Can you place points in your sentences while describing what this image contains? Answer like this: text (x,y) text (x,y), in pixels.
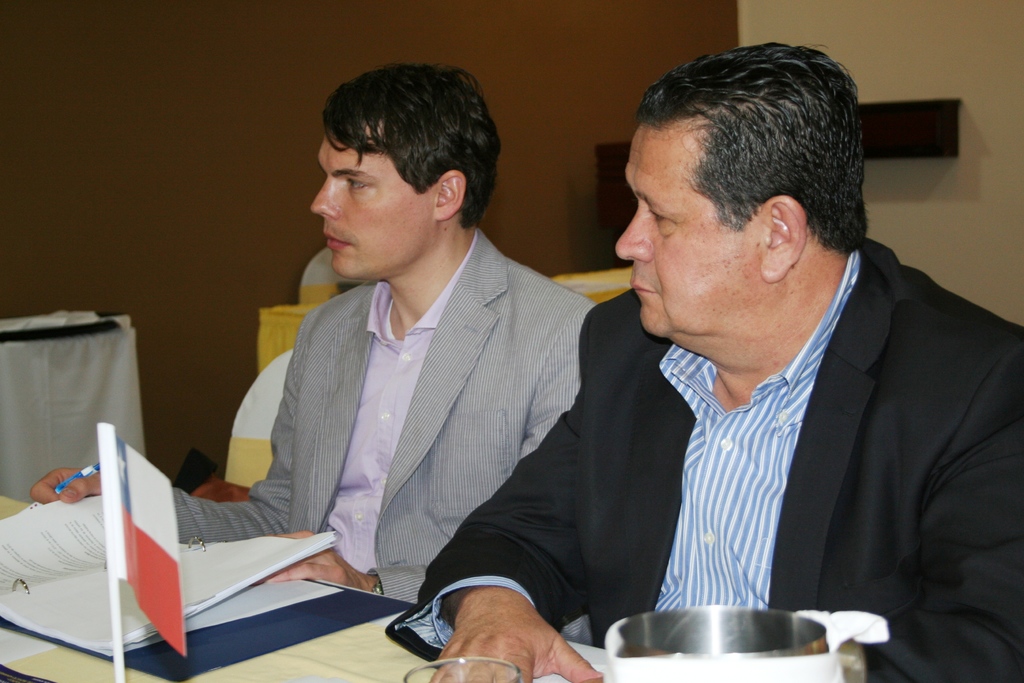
In this picture I can observe two men (489,441) sitting in the chairs (260,406) in front of a table (252,676) on which I can observe some papers (39,520) and a flag (113,562). Both of them are wearing coats (584,468). In the background (543,98) there is a brown color wall (576,67).
